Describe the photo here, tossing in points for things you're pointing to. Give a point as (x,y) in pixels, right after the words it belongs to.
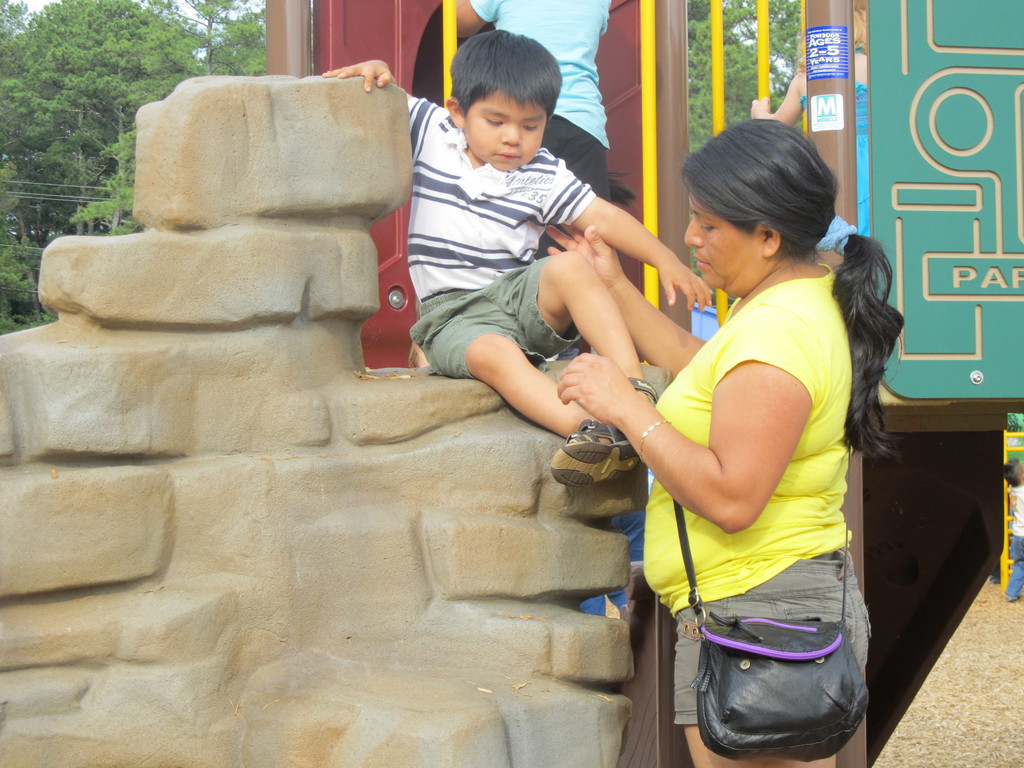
In this image I can see a woman (790,374) wearing yellow and grey colored dress (801,378) is standing and I can see a bag (734,678). I can see a child (490,237) wearing white t shirt (474,223) and short (476,314) is sitting on a wall (433,445). In the background (590,108) I can see few persons (603,118) standing, few yellow colored poles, few trees (80,97) and the sky (218,11).
